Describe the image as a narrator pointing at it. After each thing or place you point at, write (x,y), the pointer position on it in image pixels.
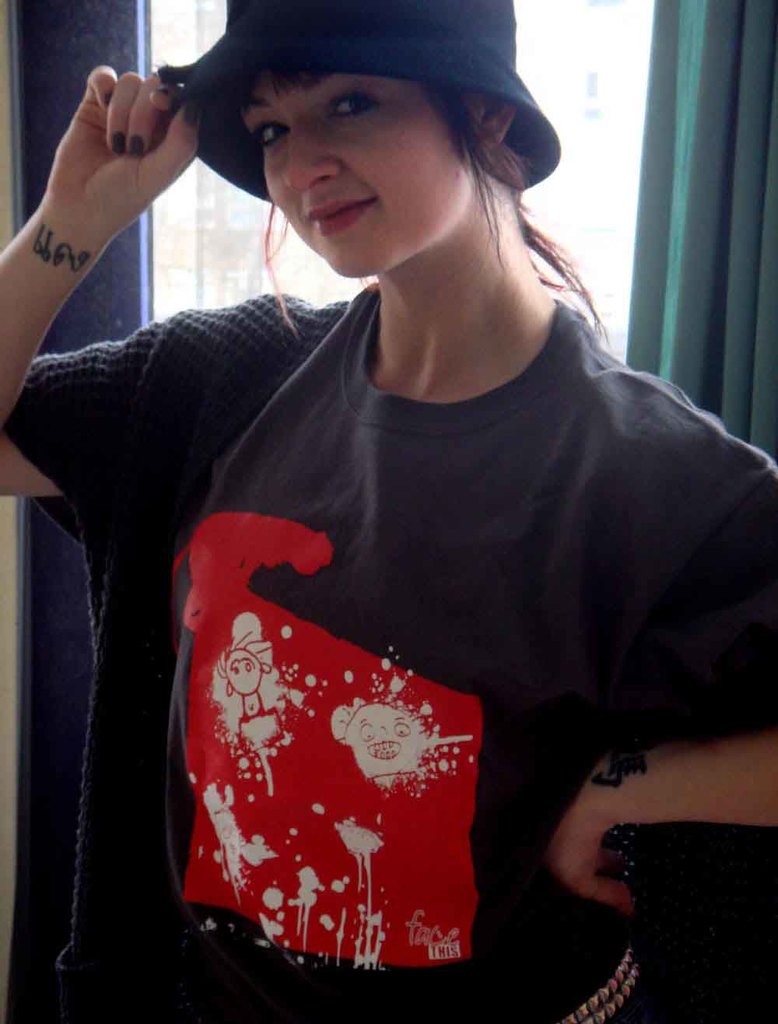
In this image we can see a woman (524,516) wearing a cap (462,59). On the backside (640,328) we can see a curtain (666,339).
